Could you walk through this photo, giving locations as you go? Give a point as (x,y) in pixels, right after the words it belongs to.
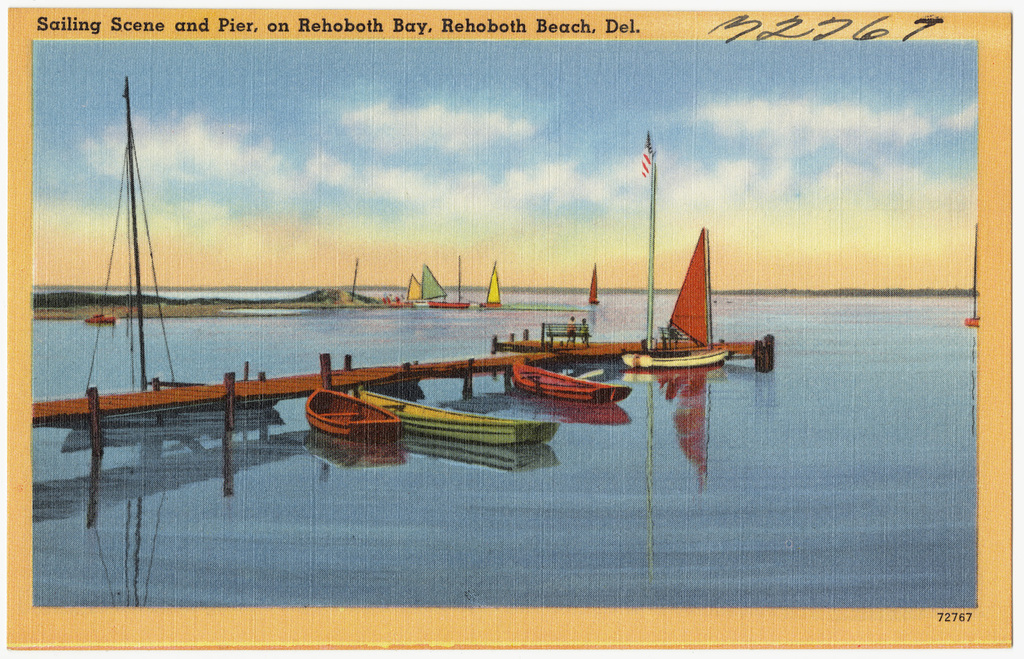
It's an animated image. There is water (490,509) at the bottom (564,500). There are boats (596,397) on the water (771,376) and a dock (455,367), and a pole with a flag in the foreground (631,388). There are boats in the background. And there is sky (544,148) at the top (544,148).
